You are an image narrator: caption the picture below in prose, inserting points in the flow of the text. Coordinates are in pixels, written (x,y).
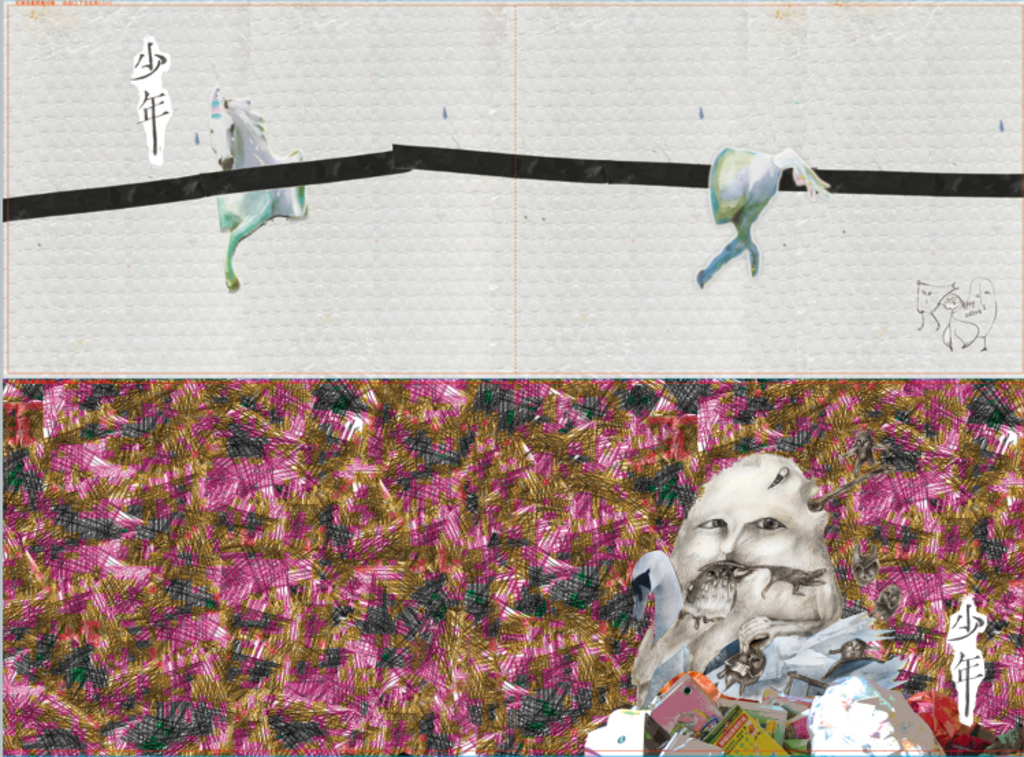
In this is the poster (495,340). In this image there is a picture (748,217) of a horse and there is a picture (827,650) of a person (725,519) and books (753,751) and there is a picture (798,656) of a swan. At the top left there is text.
